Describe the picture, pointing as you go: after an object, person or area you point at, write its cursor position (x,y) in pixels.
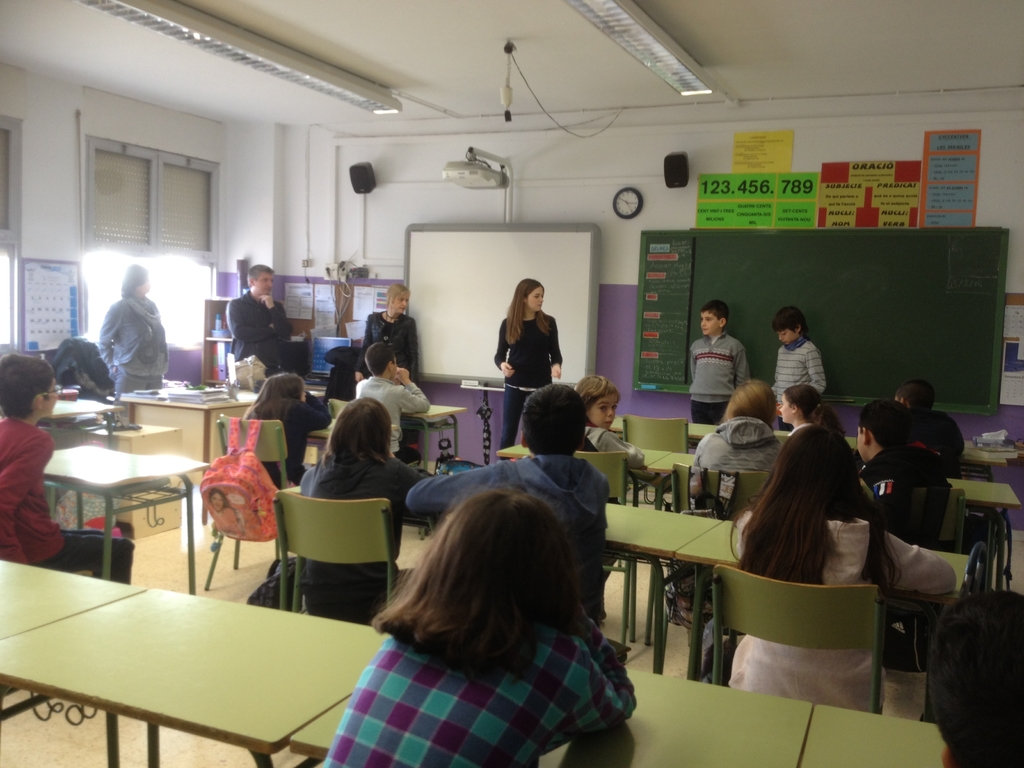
In a room (673,470) there are kids (532,524) Sitting on green color chair (759,619) and in front of them there is a table (296,643) in green color. To the left corner (263,315) there are four people (380,320) standing. In front of the board (835,323) there are two boys (708,361) standing. On the top of the wall (885,201) there are posters (842,204), speaker (680,159), clock (632,193), projector (469,185) and whiteboard (457,252). On the top (668,70) there are lights (234,52).
